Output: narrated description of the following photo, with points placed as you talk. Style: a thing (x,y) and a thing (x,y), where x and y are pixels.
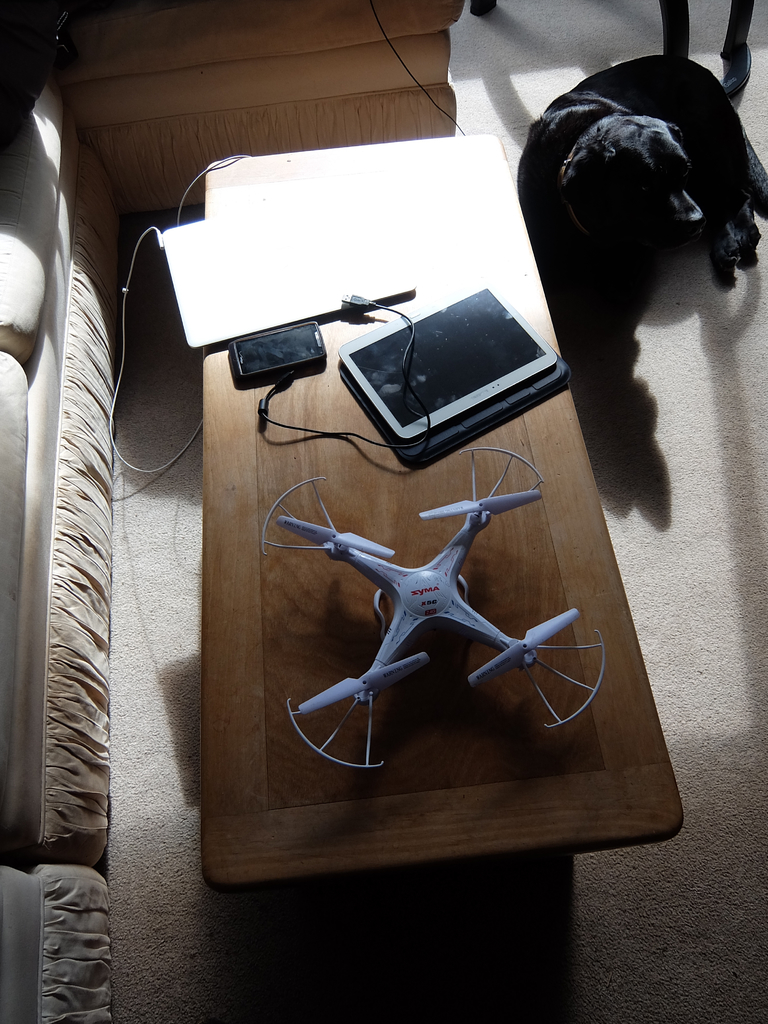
In this picture we can see table (415,802). On the table (349,746) we can see drone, tab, mobile (291,344), laptop (285,272), cable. This is dog (624,148). We can see couch (73,926). This is floor (590,929).
